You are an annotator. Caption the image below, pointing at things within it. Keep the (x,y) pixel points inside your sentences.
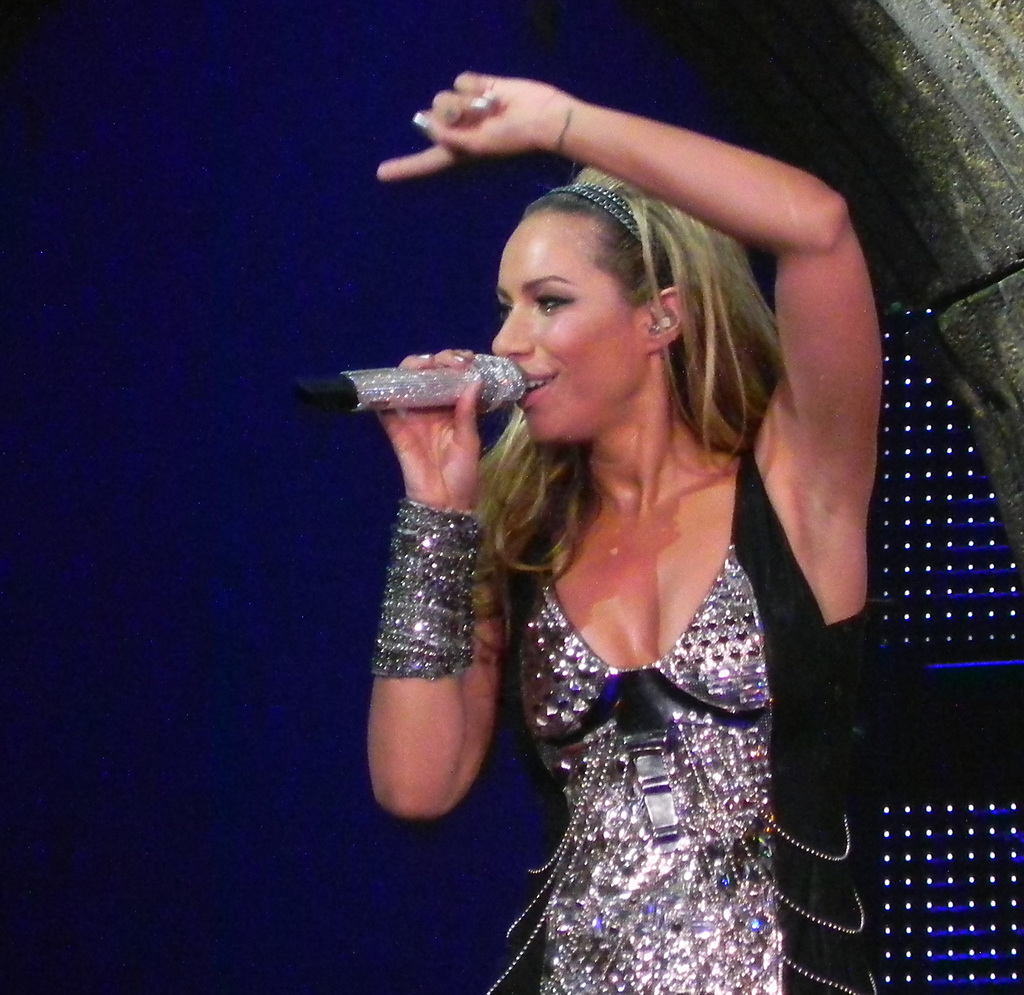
The woman (673,565) is singing in front of a mike (498,363) and the background (257,321) is blue in color.
